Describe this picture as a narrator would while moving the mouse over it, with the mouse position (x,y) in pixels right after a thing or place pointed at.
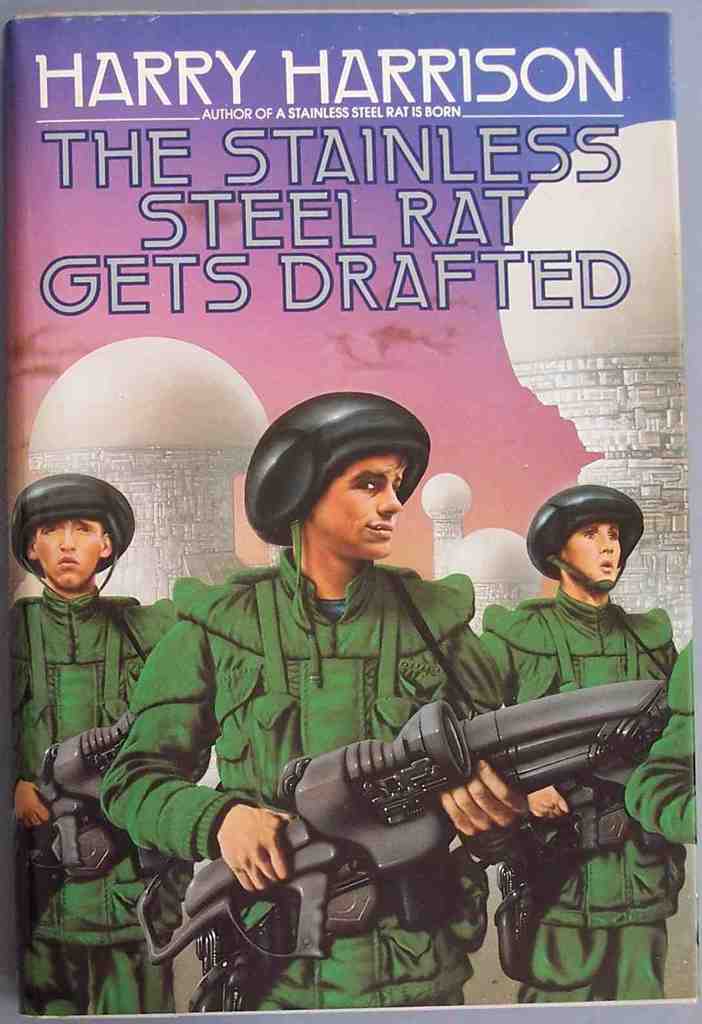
It is an image on the book (369,622), there are 3 men (458,822) holding the weapons (363,796), wearing green color coats (371,713) and helmets (301,469).
